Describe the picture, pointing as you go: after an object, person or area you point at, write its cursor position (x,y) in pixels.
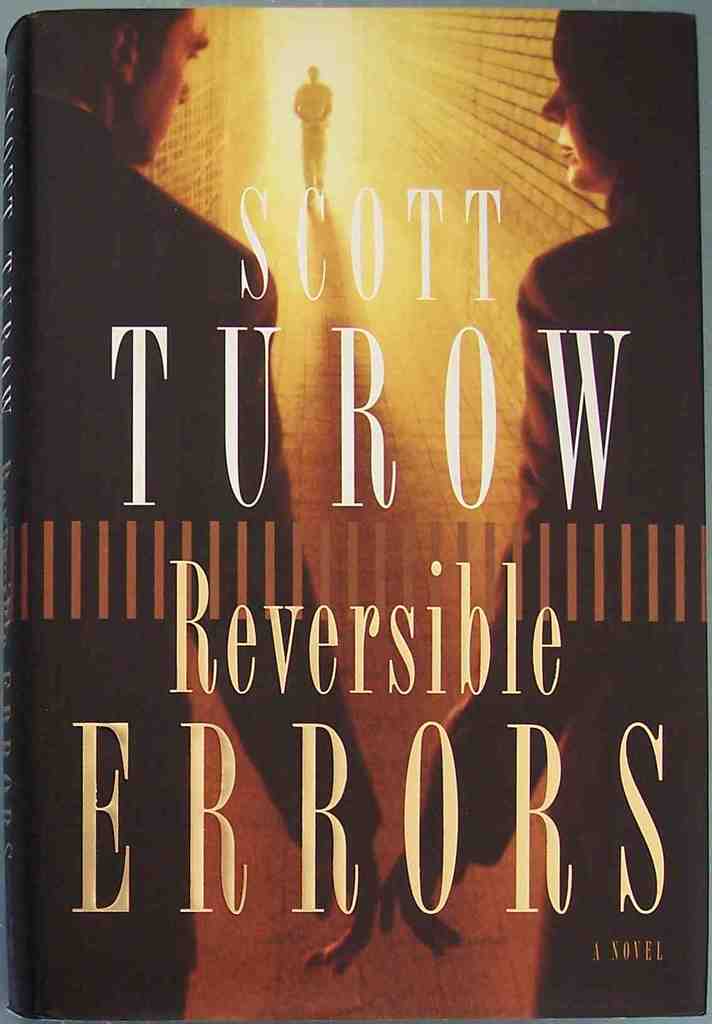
In this image we can see a cover (294,603) of a book (391,934).
